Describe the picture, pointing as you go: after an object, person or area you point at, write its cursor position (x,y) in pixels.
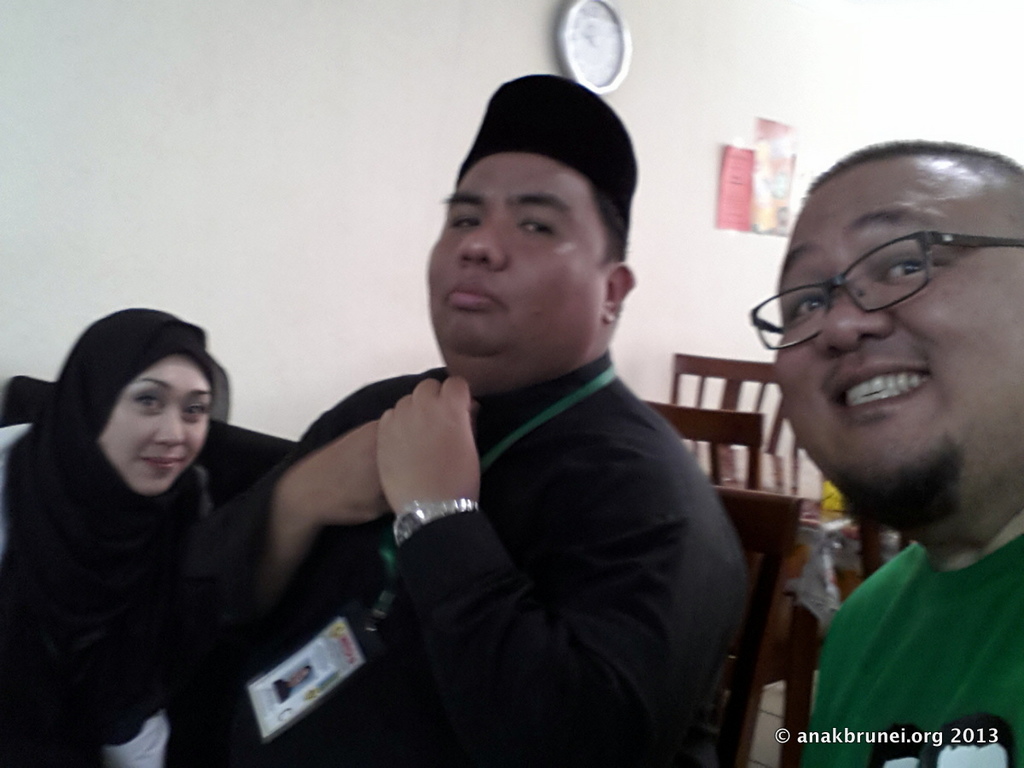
In this image we can see persons (254,594) sitting on the chairs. In the background (741,152) we can see papers (756,144) pasted on the wall (700,212), chairs (793,500), table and a wall clock (602,40).
